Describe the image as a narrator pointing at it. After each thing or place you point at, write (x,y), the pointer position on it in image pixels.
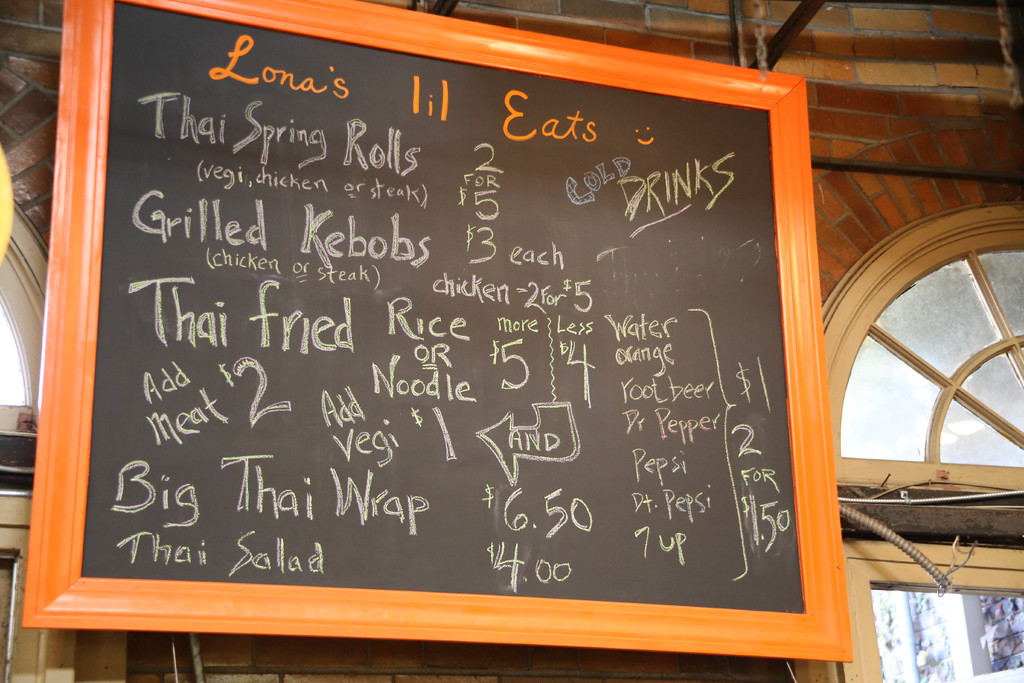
In the image we can see there is a black board (424,305) on the wall (29,172) and there is matter (355,180) written on the board (683,394) with white colour chalk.
